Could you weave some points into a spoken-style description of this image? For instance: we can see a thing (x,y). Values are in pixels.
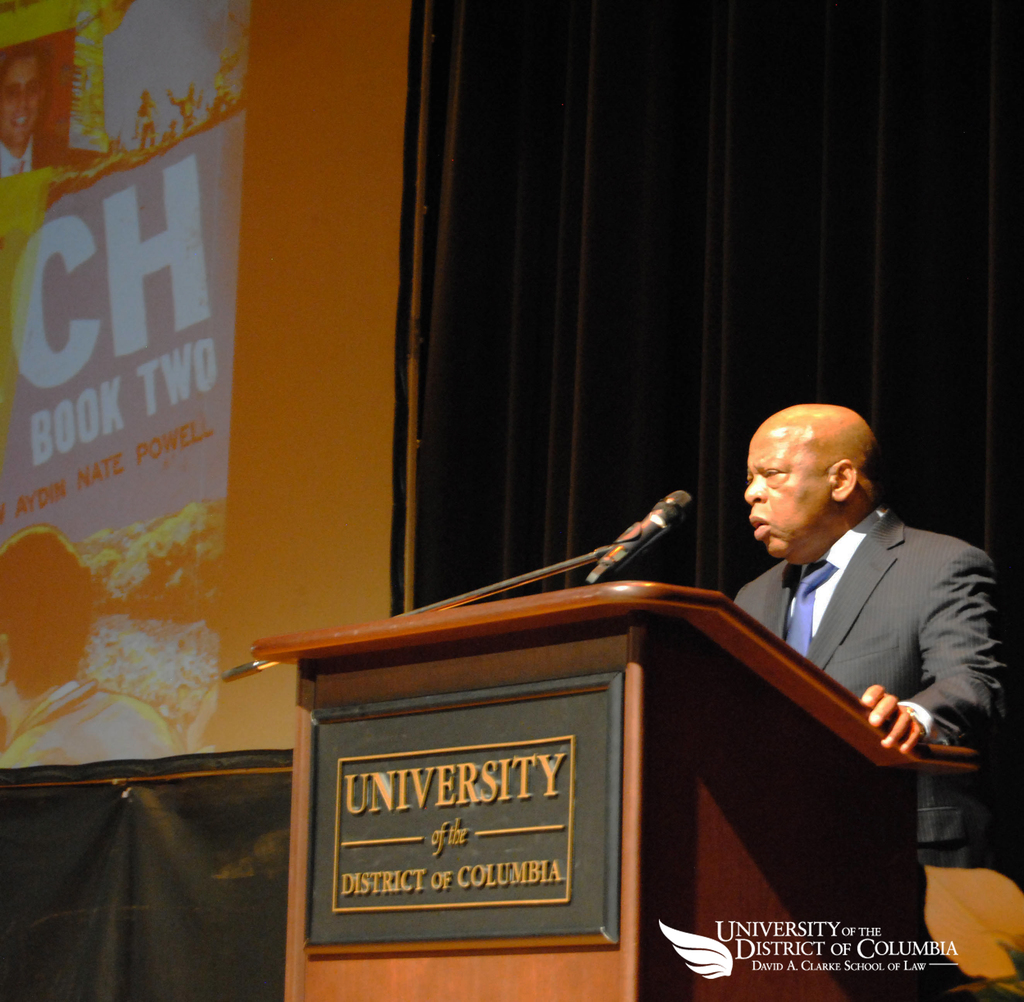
There is a man (926,667) talking on the mike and this is a podium (551,873). In the background (372,305) we can see a curtain (711,302) and a screen (340,282).
